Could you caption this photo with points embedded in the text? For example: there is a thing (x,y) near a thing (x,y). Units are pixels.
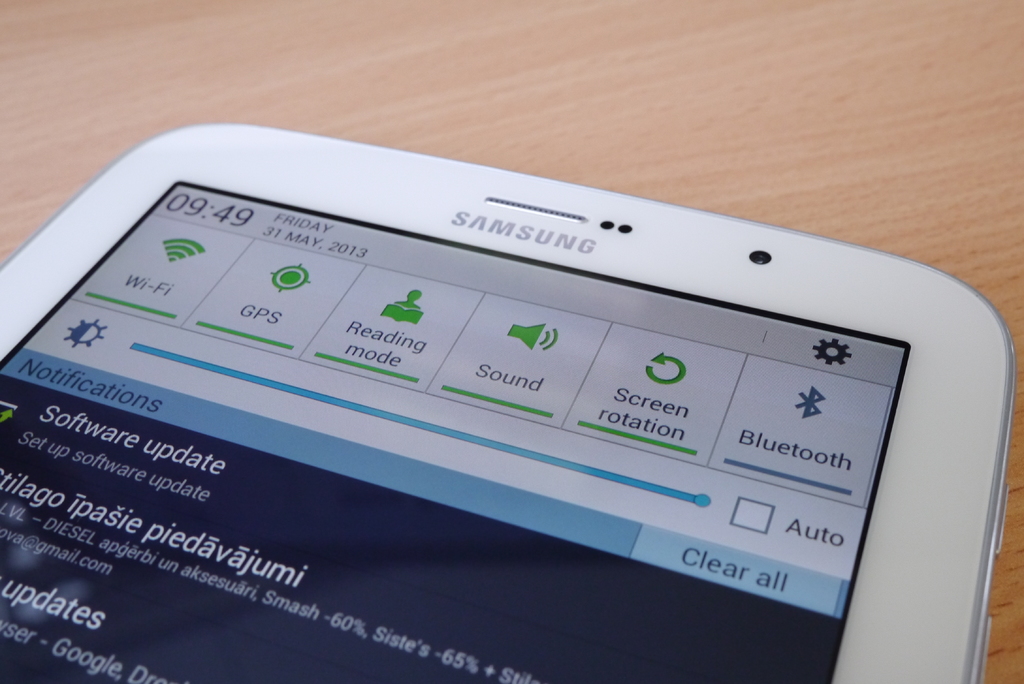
In this image there is a white color mobile (444,262) kept on a wooden surface (568,160). There are some icons (459,388) as we can see on the screen (441,488) of this mobile (436,403).
